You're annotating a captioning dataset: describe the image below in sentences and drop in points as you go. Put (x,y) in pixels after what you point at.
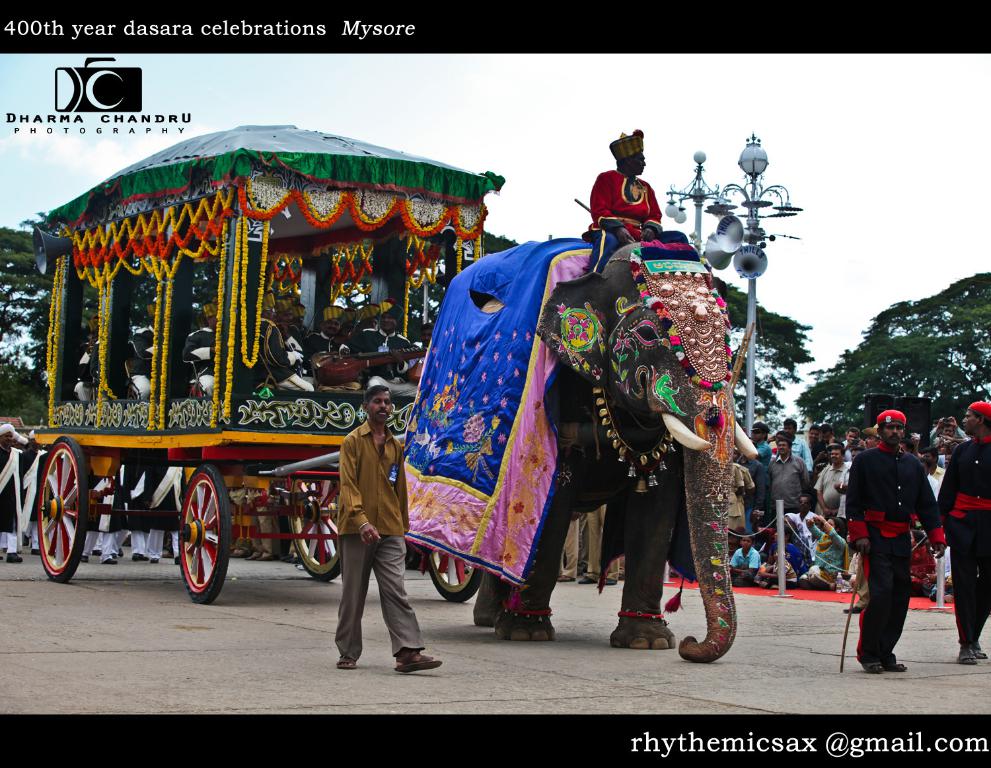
In this image I can see an elephant cart (366,282) and few people (346,314) inside. It is decorated with flowers (222,299) and colorful clothes (546,391). Back I can see few people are sitting and few people (771,456) are standing. Back I can see few light poles (753,241), megaphones (710,248), trees (775,322). The sky (477,163) is in white color.
